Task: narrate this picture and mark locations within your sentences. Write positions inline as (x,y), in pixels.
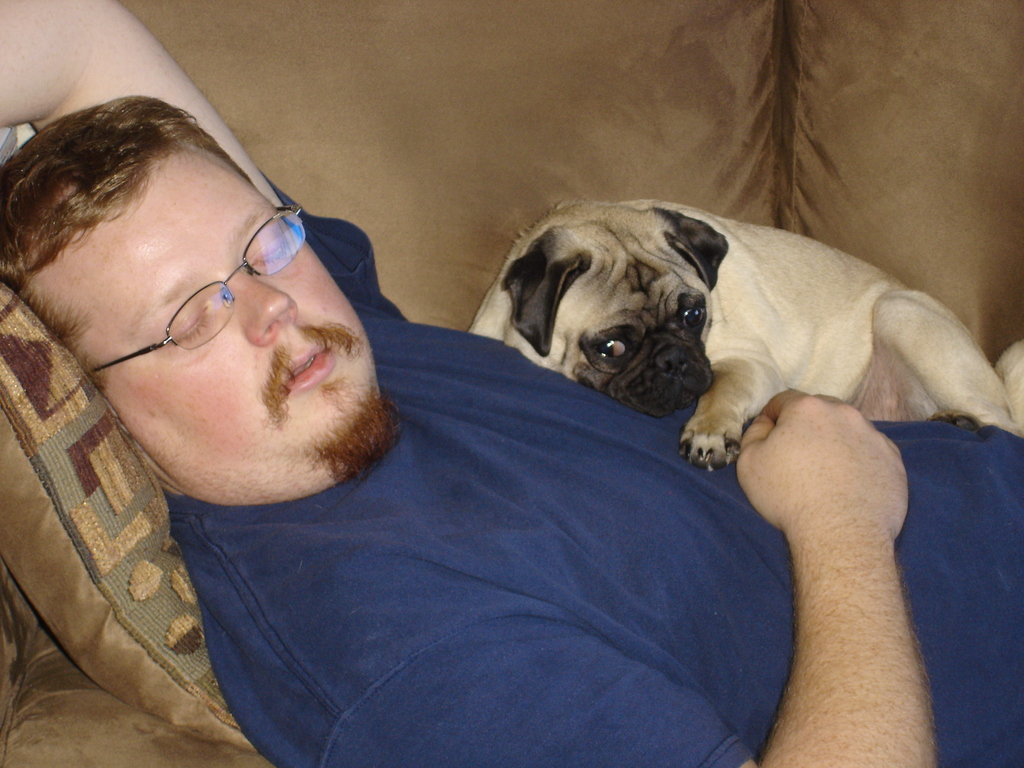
A person (501,544) wearing a blue t shirt (513,515) and a spectacles (180,329) is sleeping. A pillow (183,578) is there. A dog (784,314) is lying over him.
